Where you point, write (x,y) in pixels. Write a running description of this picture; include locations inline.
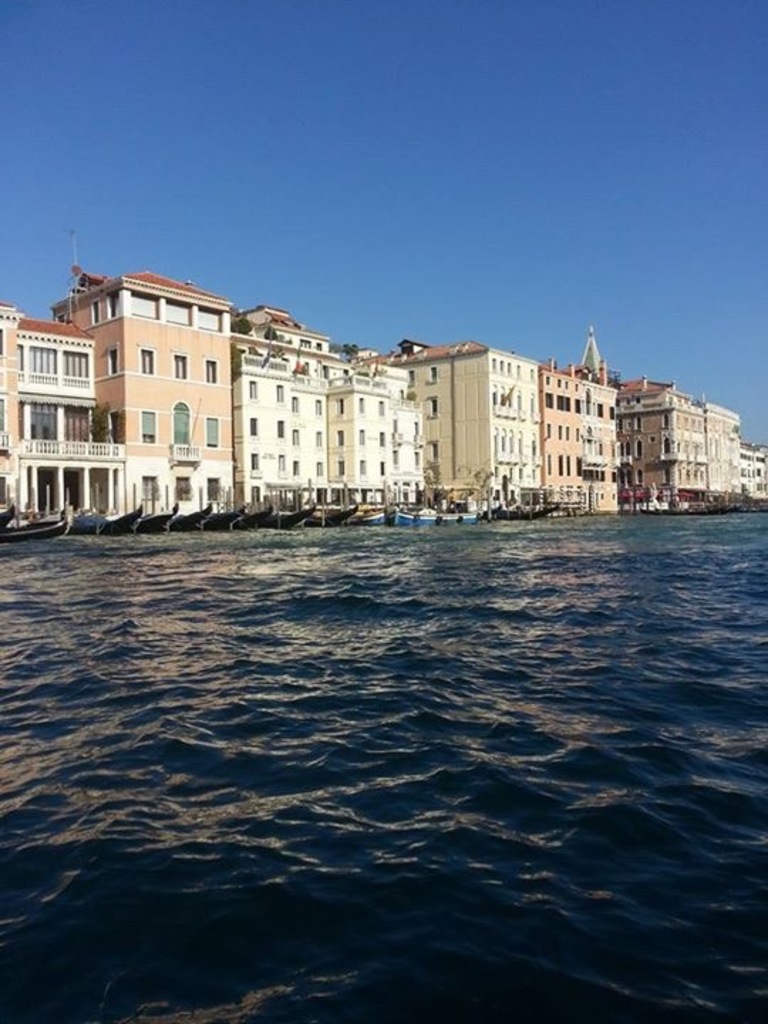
This is water (397,759), in the middle (501,516) there are boats (245,518) and these are the buildings (357,482).
